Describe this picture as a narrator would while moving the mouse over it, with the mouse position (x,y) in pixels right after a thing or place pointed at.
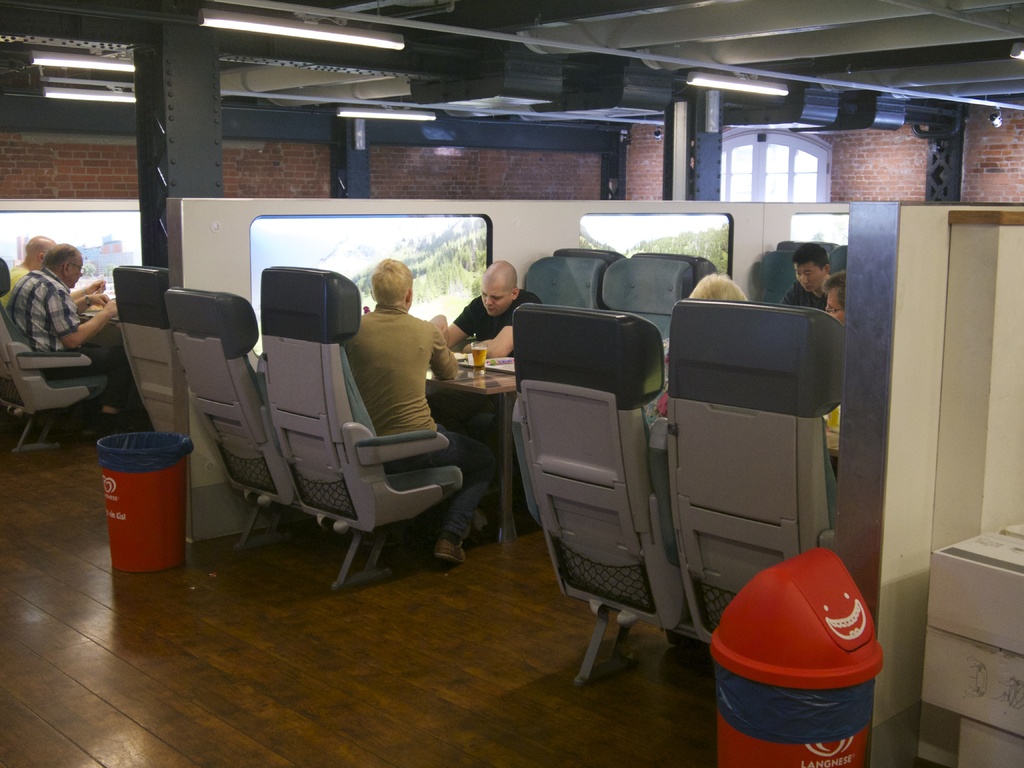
In this picture we can see persons (70,291) sitting on chair (312,354) and in front of them we have table (496,388) and on table (482,381) we can see glass (485,358), cards (508,359) and here we have a bin (110,443), plastic cover (160,447) and in the background (203,235) we can see trees (439,271), mountain (413,246), wall (427,173), windows (727,172), light (209,24).
